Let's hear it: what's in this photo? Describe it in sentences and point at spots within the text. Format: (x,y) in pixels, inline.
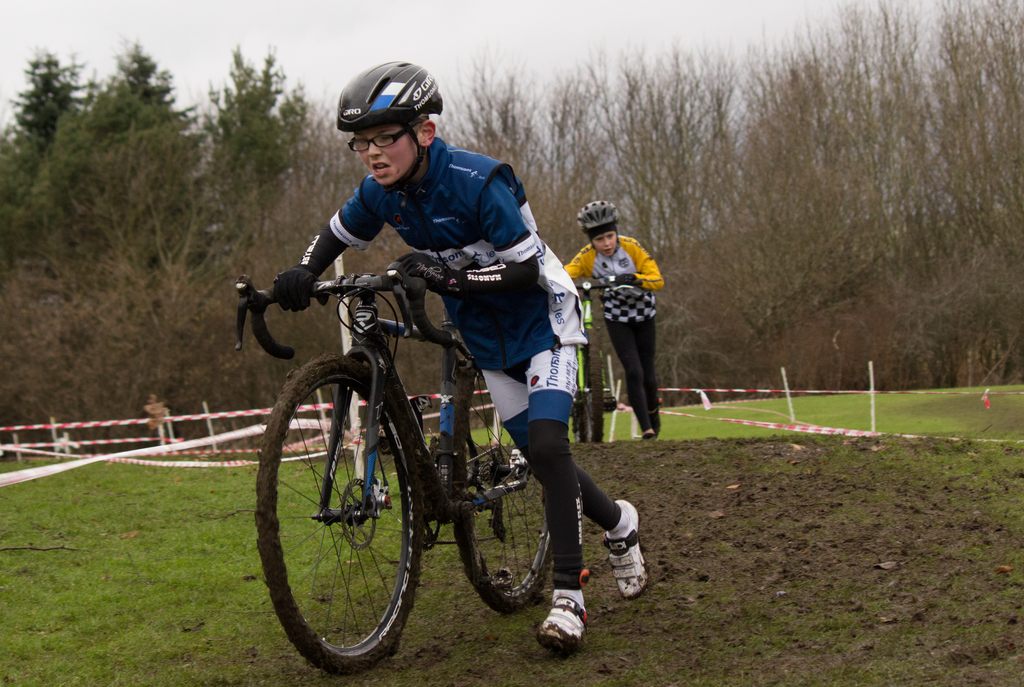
In this image we can see two boys (610,308) are holding bicycles (585,375), they are walking on the ground (653,477), and they are wearing helmets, there are ribbons (99,461) tied to the poles (609,370), also we can see trees (571,169), and the sky (455,60).
